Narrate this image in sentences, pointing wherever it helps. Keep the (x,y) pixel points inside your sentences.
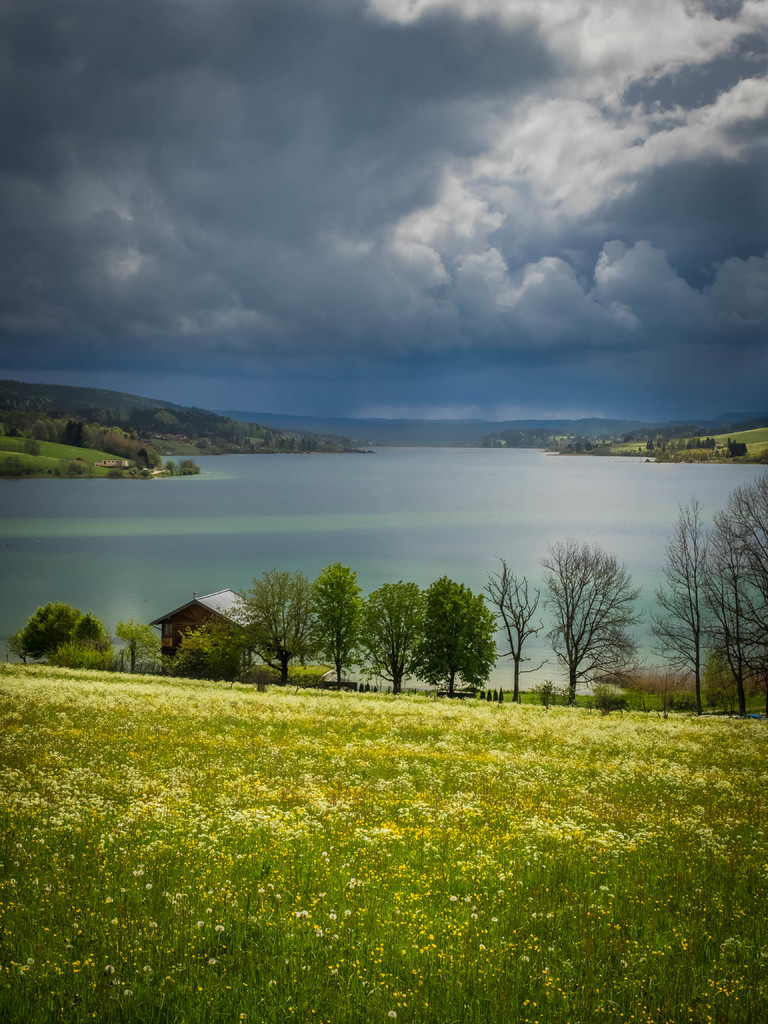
It's a beautiful pic about nature, in the left side (242,605) it is a house (243,607), this is water (381,511) at the top (431,252) it's a cloudy sky (454,215). There are trees (274,633) in the middle (436,649).
